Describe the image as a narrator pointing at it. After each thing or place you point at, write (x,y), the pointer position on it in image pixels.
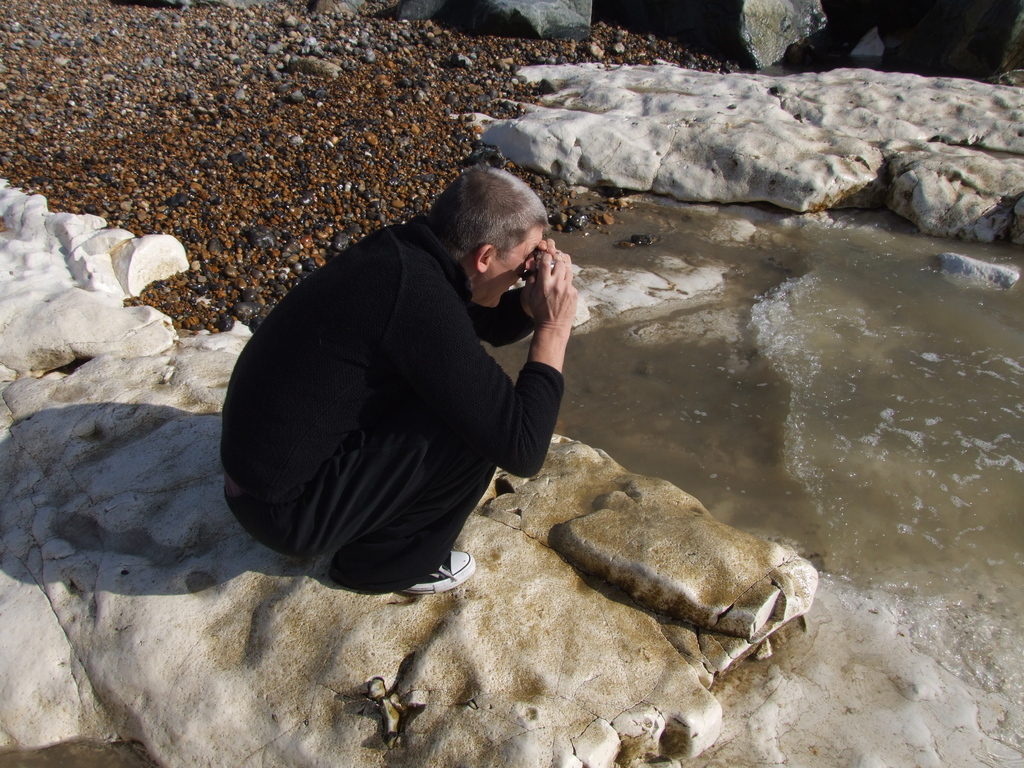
In this image, we can see a person (374,473) on the stone surface (460,644) and holding an object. On the right side of the image (816,427), we can see the water (814,389). Top of the image (564,151), we can see rocks (682,30) and stones (189,109).
